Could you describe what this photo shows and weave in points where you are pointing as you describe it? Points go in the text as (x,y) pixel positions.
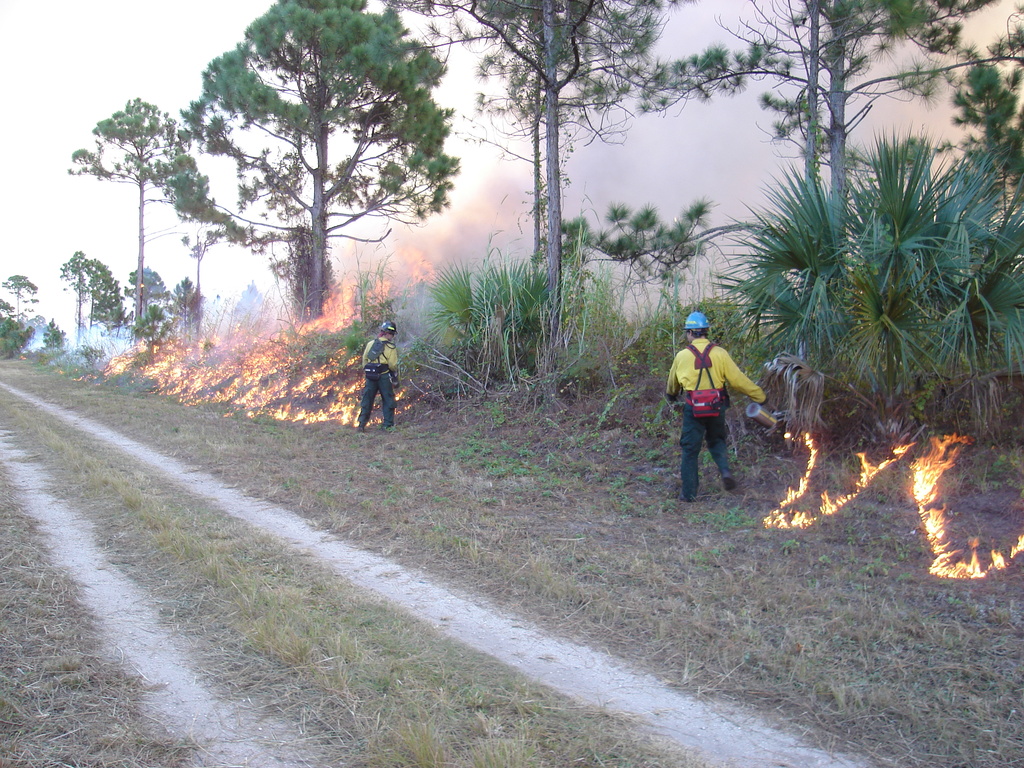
In the picture I can see two men (387,358) are standing on the ground (402,462). These men (712,420) are wearing helmets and holding objects (746,403). In the background (439,277) I can see trees (401,173), the fire (273,354), the grass (463,530), plants (576,399), the sky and some other objects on the ground (320,439).
